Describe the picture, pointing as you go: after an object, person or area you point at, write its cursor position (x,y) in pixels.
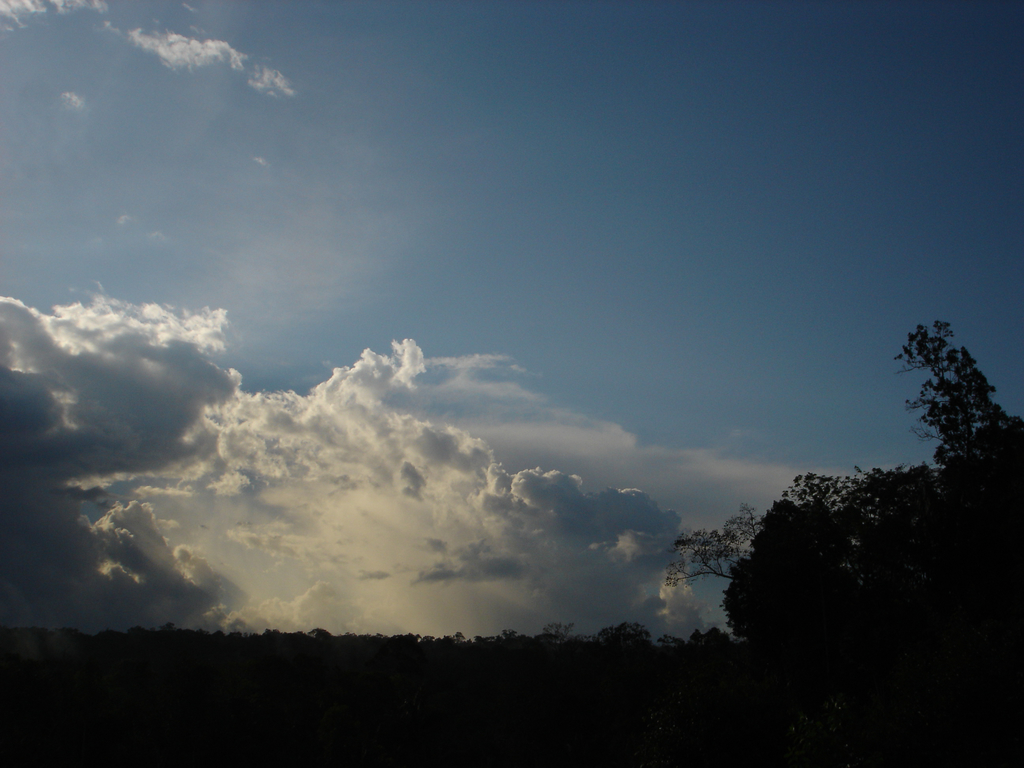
In this image we can see some trees (479,685). On the backside (522,504) we can see the sky (457,362) which looks cloudy.
